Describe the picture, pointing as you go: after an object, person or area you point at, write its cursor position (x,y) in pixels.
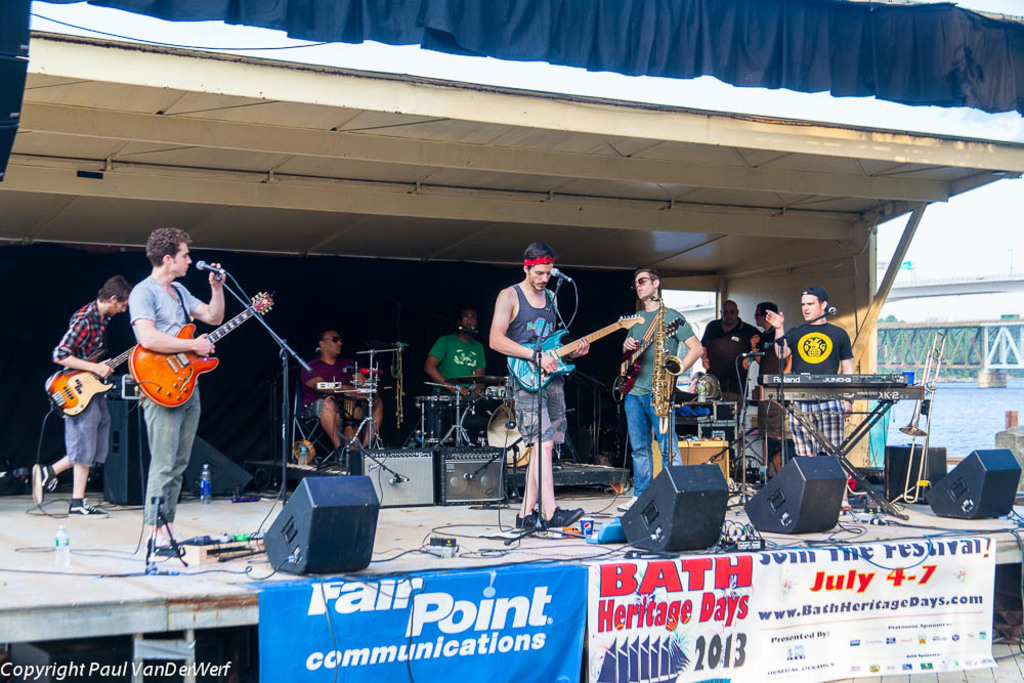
In this image I can see the group of people (551,436) are on the stage (152,600). Among them some people (315,374) are playing the musical instruments (432,412). To the stage (172,611) there are the banners (711,616) attached. To the right (954,395) there is a bridge (972,346) and the water (964,433).
